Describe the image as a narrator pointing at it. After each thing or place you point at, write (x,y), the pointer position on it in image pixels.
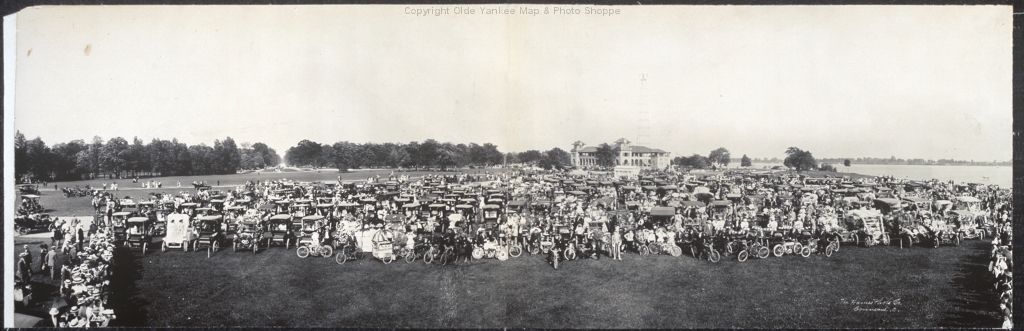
This is a black and white picture, there are vehicles (169,242), bikes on the ground (292,279), in the background (121,160) there are many trees (413,153) all over the place with a building (634,155) in the middle (594,147) and above its sky (564,22).
